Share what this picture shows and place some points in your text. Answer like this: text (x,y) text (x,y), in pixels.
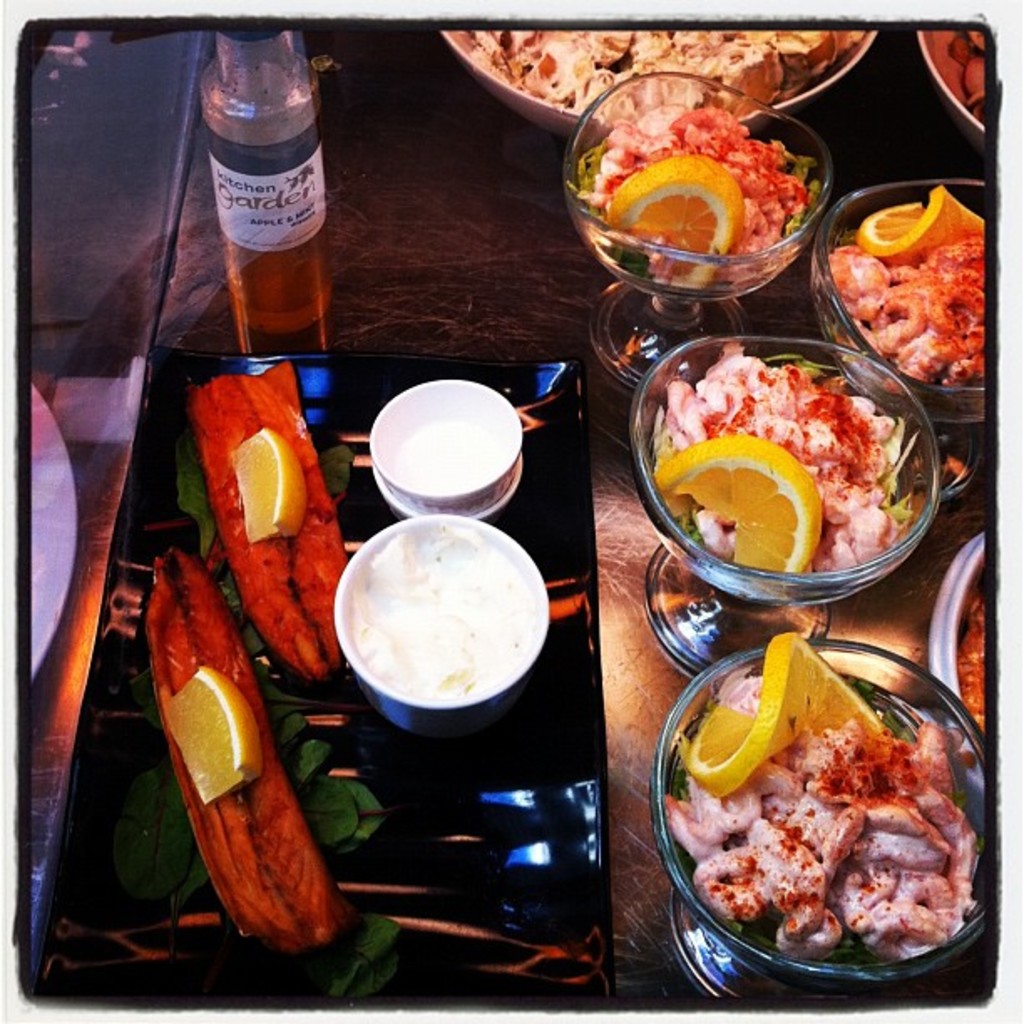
In this picture we can see some food items (235,695) and bowls (443,436) on a tray (132,731). There are food items (688,440) in the glasses (649,323) and plates (562,109). There is a glass (66,392). We can see the reflection (37,442) of a white object (35,586) on the glass (54,374).
